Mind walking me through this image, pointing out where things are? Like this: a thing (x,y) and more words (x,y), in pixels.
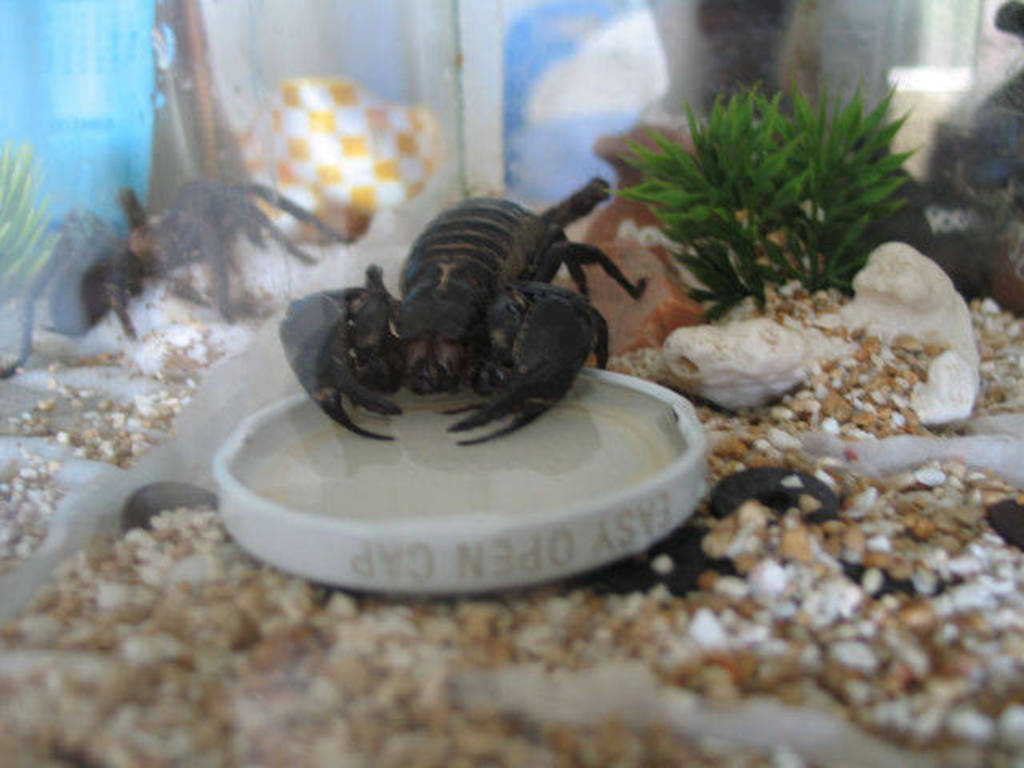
In this image we can see a scorpion (554,382), cap (597,376), stones (673,567), shells (938,379) and also the plant (764,138) in the aquarium (458,11).
